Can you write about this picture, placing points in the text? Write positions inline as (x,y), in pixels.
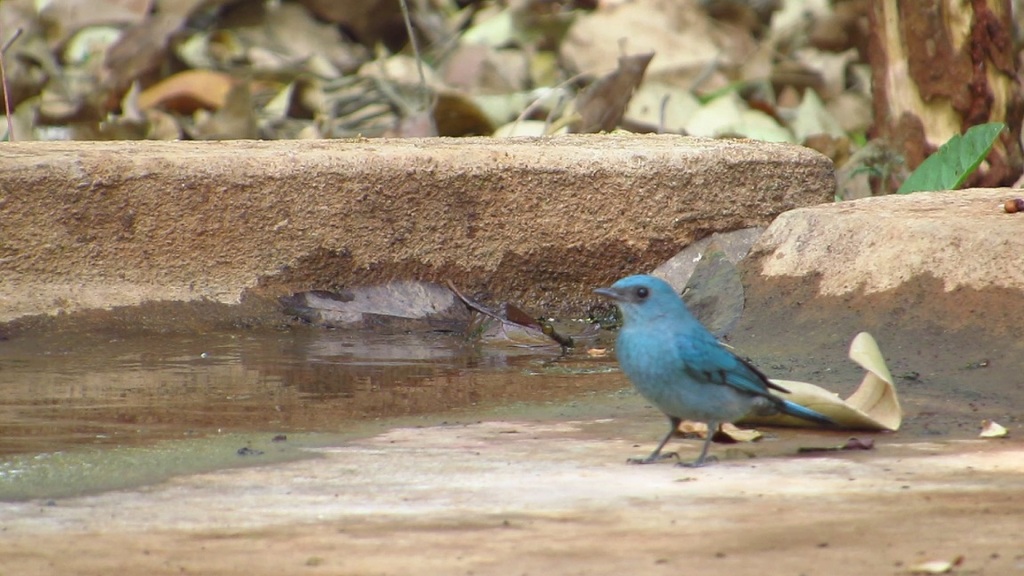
In this image I can see the bird (708,340) in blue color. In the background (463,127) I can see few dried leaves (489,80) and I can also see the water (191,356).
